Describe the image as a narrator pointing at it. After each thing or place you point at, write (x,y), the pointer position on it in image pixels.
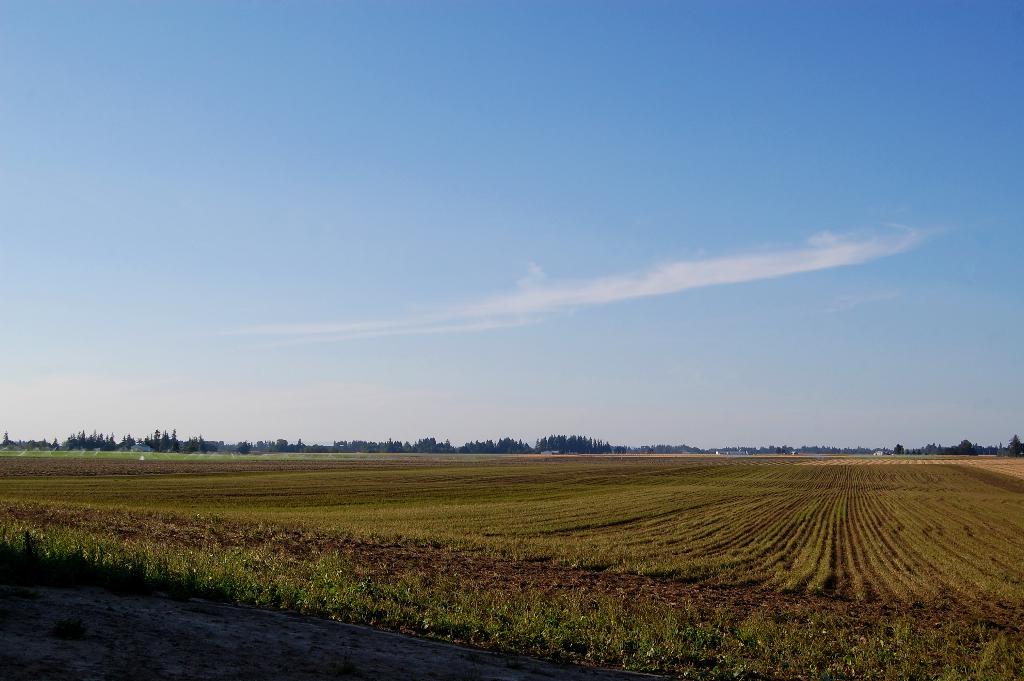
In the image there is road (165,635) in the front (271,647) followed by land (758,534) with farms (511,534) and trees (132,443) in the background (168,443) and above its sky (461,197) with clouds (672,270).
